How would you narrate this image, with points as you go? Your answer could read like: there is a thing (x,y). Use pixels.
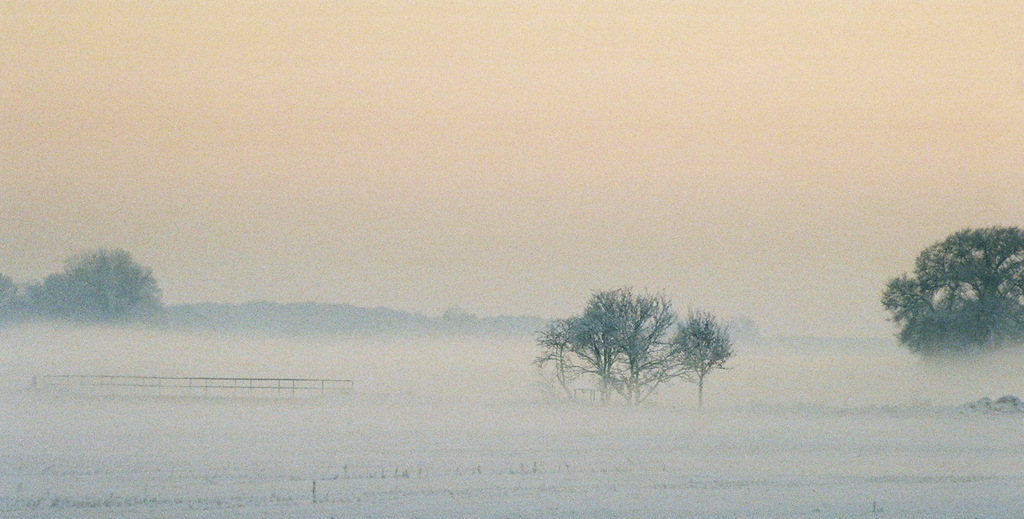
In this image we can see some trees (581,347), snow (41,420), fence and mountains (389,330), in the background (745,266) we can see the sky (432,224).
